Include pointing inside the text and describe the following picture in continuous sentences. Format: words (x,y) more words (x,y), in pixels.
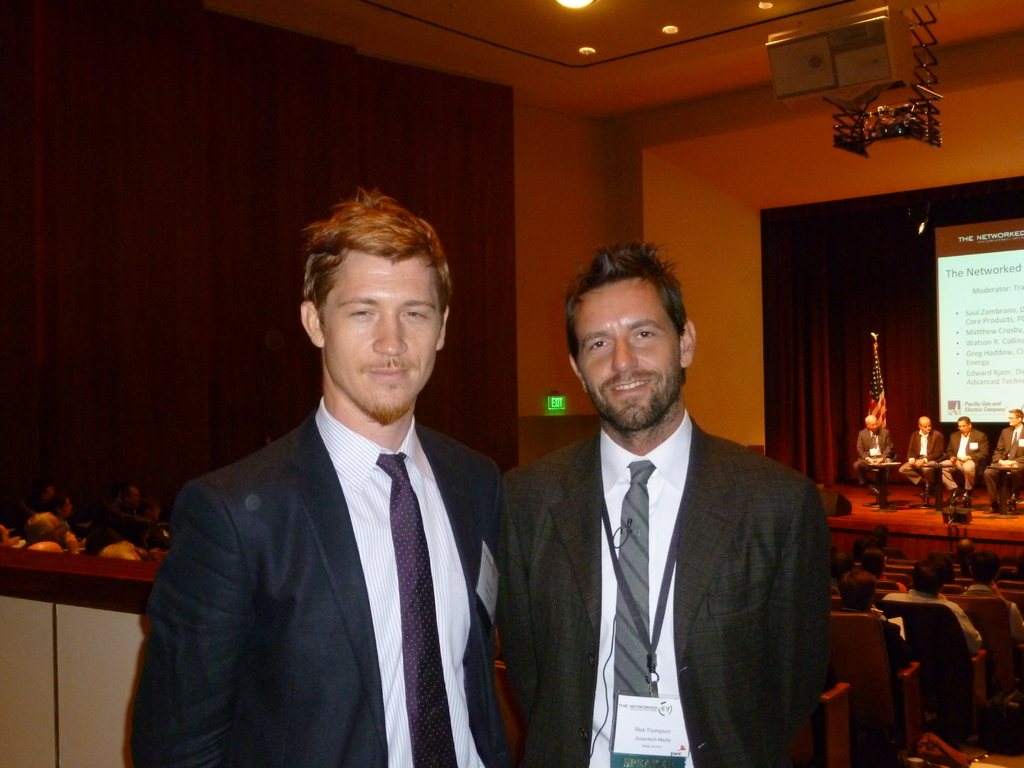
This picture might be taken inside a conference hall (941,645). In this image, in the middle (643,326), we can see two men (466,640) are standing. On the right side (998,479) corner, we can see a group of people (921,564) are sitting on the chairs (909,568). On the right side (870,419), we can see a group of people (1021,419) sitting on the chairs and a screen (1020,320). On the left side (72,535), we can also see group of people (52,524) sitting on the chair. In the background (803,385), we can see a curtain (788,346). On the top (854,64), we can see a projector (892,51) and a roof (840,12) with few lights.
